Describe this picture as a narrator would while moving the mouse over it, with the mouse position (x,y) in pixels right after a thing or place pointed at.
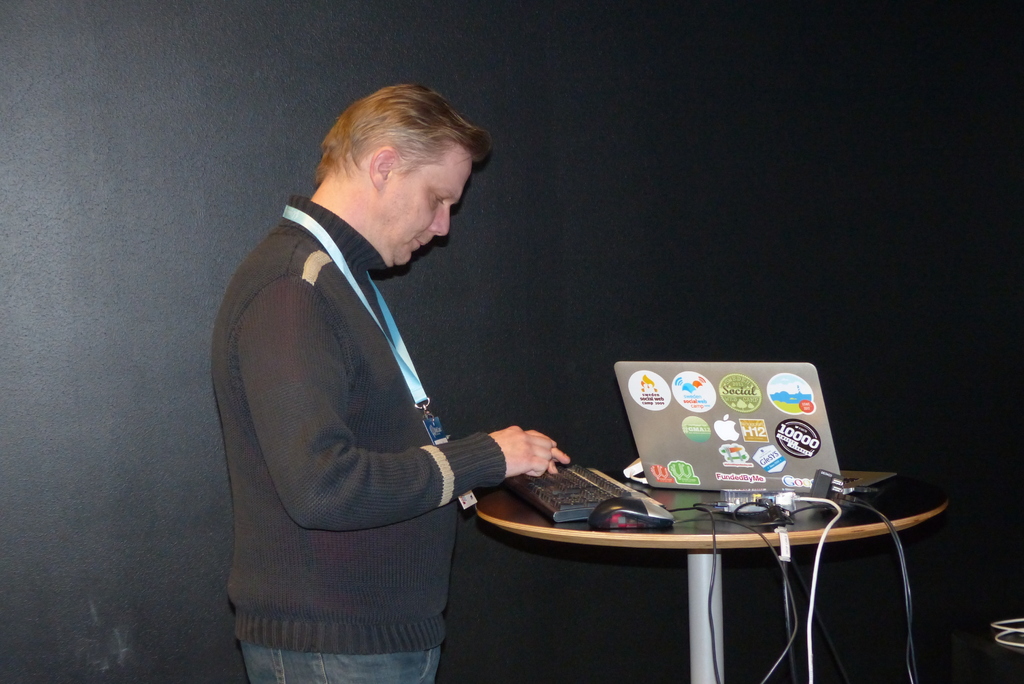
In the image we can see a person (287,360) standing wearing a black color jacket (357,444) and identity card (433,424). He is typing, in front of him there is a laptop (677,475). This is a mouse (647,515). These are the cable wires (786,600) and a table (687,543).
